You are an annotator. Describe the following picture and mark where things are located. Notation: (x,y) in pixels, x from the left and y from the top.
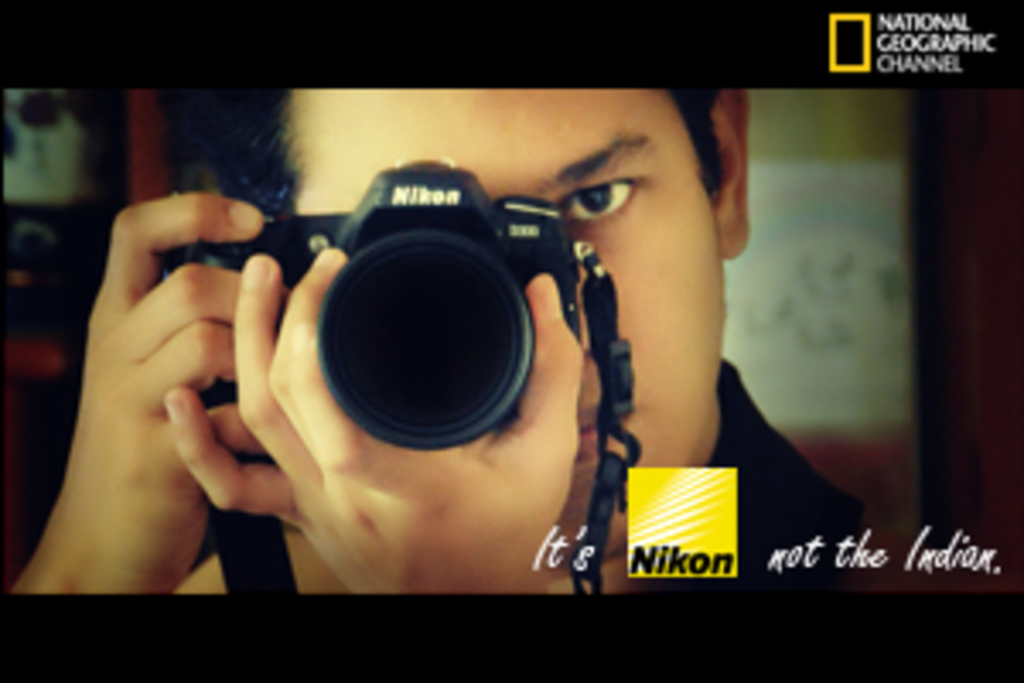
In the picture we can see a national geographic channel image on it, we can see a man (281,345) holding a camera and capturing something, the camera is black in color with a tag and written on the bottom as It's Nikon not Indian.
